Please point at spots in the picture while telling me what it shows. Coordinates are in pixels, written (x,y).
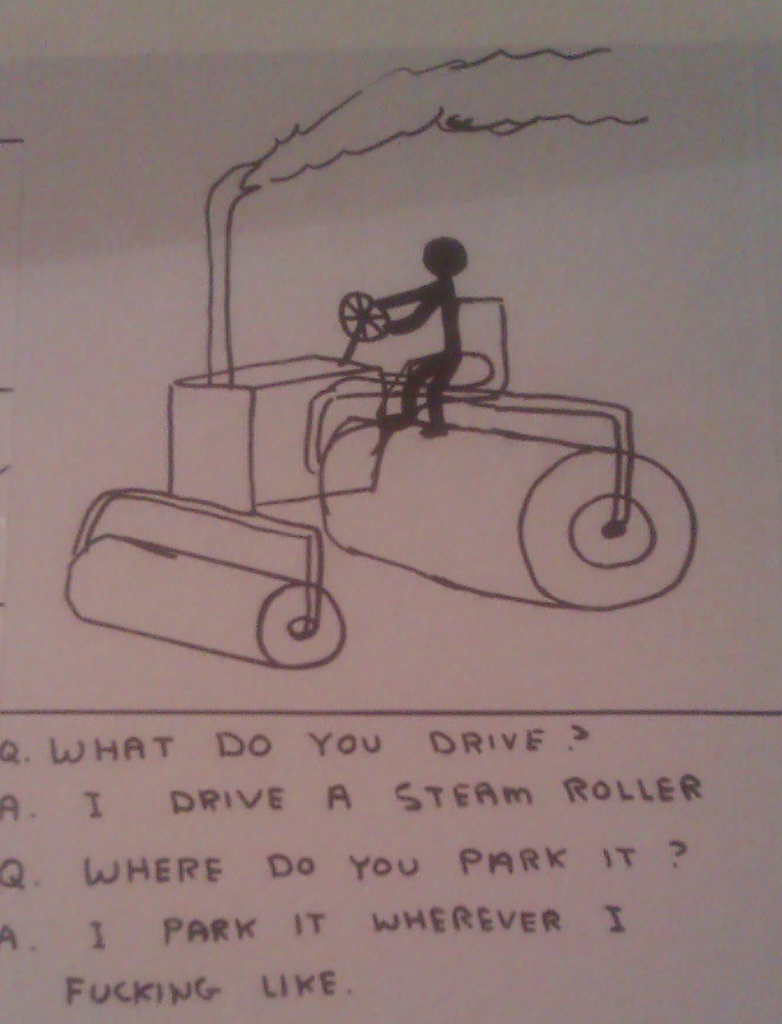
In this image we can see a paper (581,371) with the drawing (439,452) and also the text (432,795).
